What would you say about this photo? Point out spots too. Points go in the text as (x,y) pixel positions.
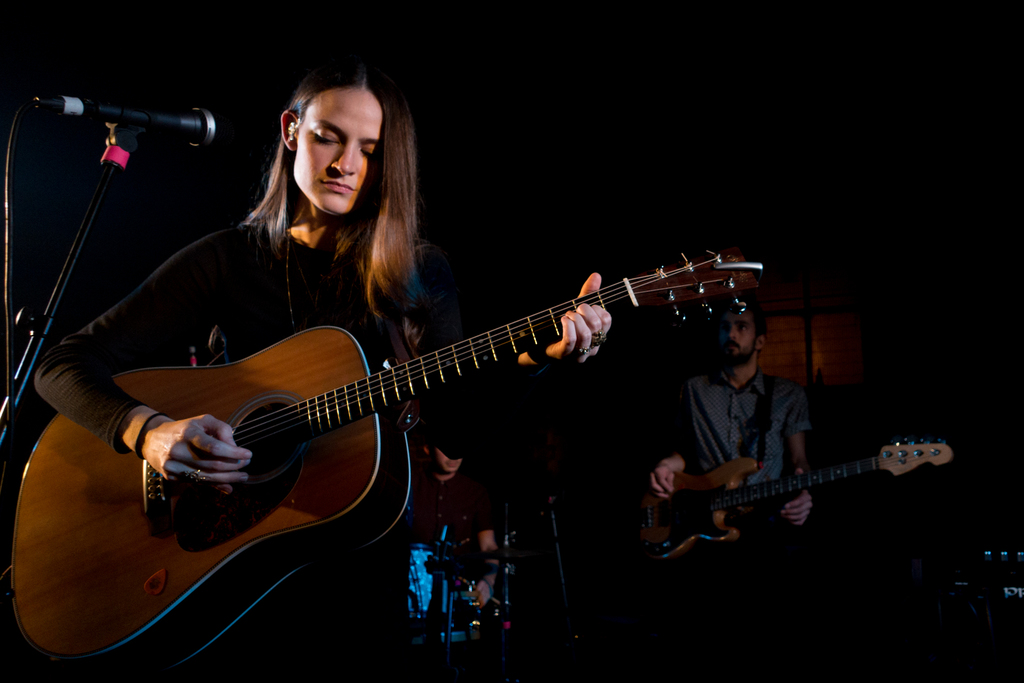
Here in the left side (326,96) we can see a woman (283,666) playing a guitar (282,416) with a microphone (216,128) in front of her and at the right side (803,406) we can see a man (787,391) playing a guitar (738,469).
